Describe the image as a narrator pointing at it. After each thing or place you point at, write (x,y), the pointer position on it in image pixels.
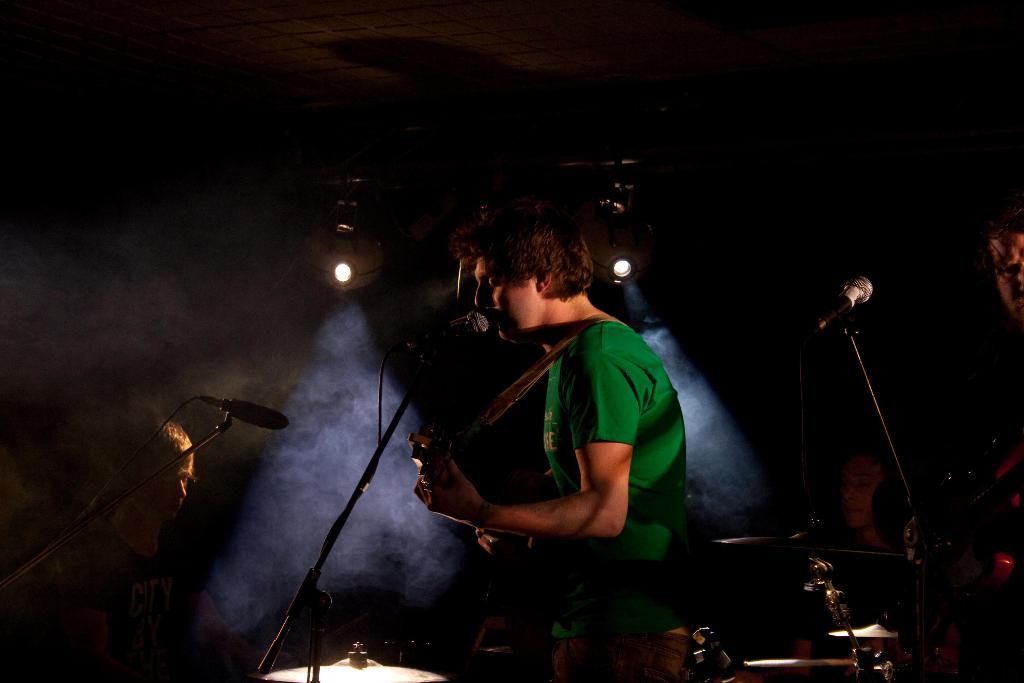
He is standing on a stage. He is holding a guitar (545,479). He is playing a guitar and he is singing a song. He is wearing a colorful green color shirt (604,389). On the left side (175,450) we have a person (189,437). He is playing musical instrument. On the right side (1005,514) we have a another person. He is playing a guitar (976,469). We can see in background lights (341,274).
